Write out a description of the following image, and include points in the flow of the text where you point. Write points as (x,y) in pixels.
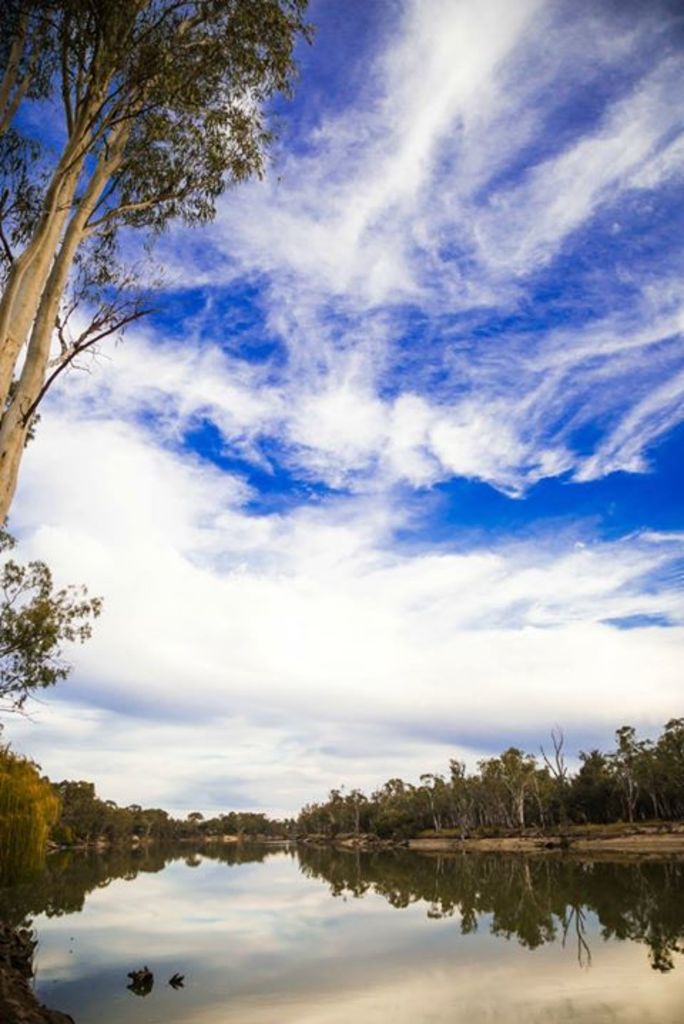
In this picture we can see water (338,978), few trees (14,570) and clouds (292,632).
